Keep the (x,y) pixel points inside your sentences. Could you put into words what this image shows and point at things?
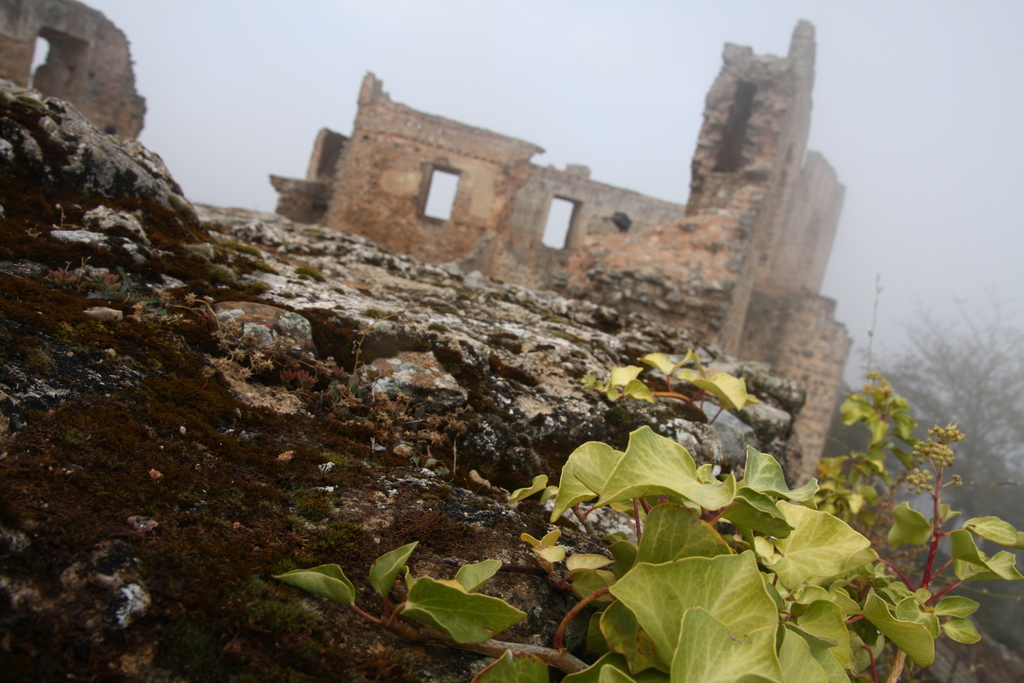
In this image, we can see stones (535,403), plants (1008,553). Background (500,192) we can see fort (629,210), wall (511,207), trees (962,347) and sky (610,108).
